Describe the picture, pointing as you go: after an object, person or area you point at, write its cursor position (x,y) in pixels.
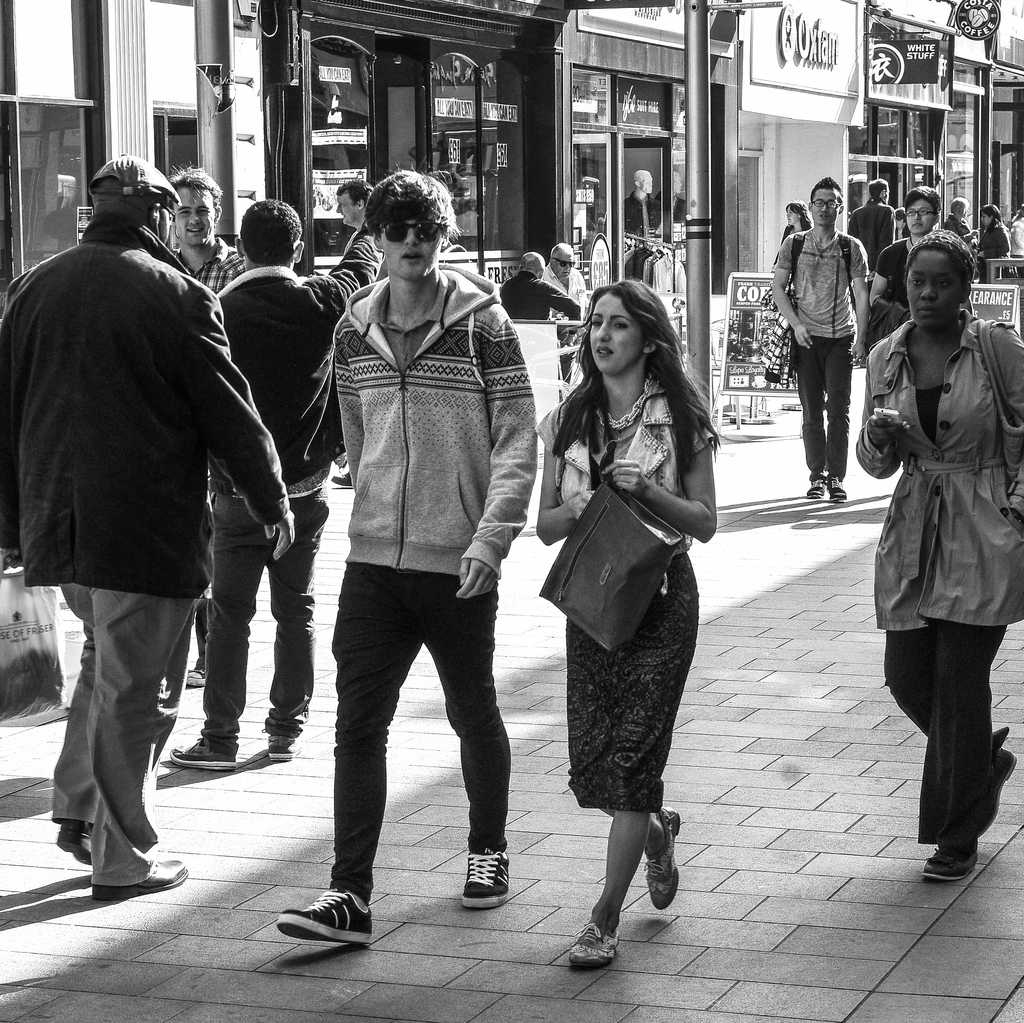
In this image I can see group of people (141,497) walking, background (300,135) I can see few stalls (547,166) and I can see few boards (981,8) attached to the wall (592,60) and I can also see few light poles (702,299) and the image is in black and white.
